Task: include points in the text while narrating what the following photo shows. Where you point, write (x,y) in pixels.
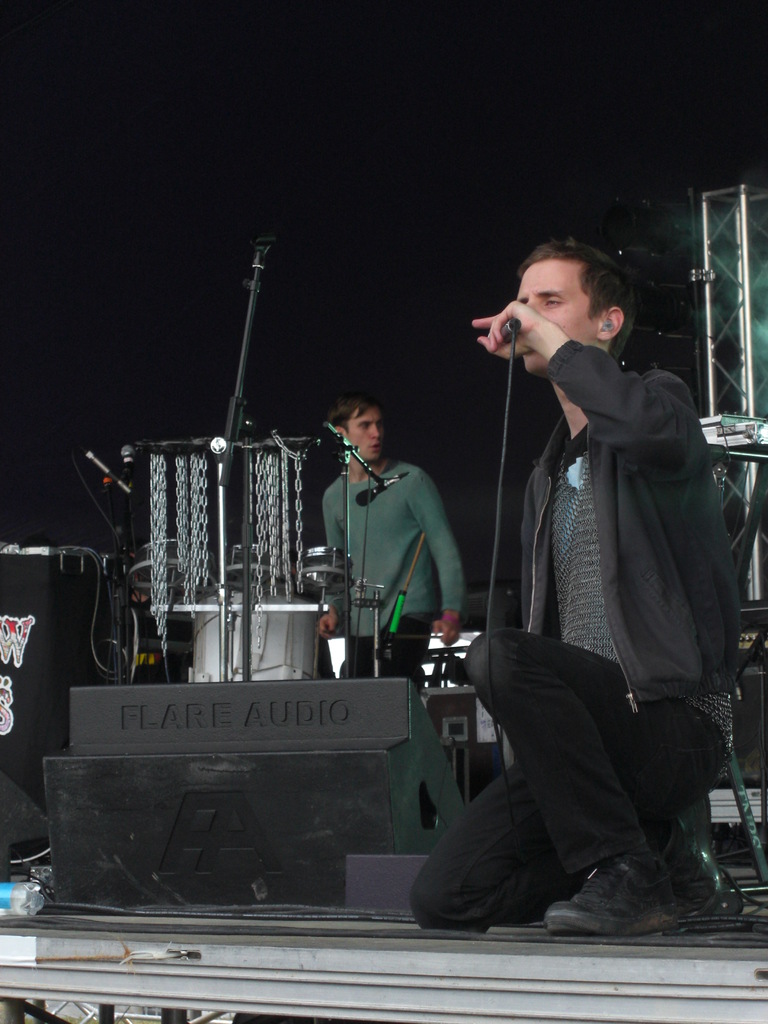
In this picture we can see two men (534,549) where one is standing and other is sitting on knees (523,663) he is holding mic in his hand (505,322) and in background (519,419) we can see stands (258,281), chains (266,454) and it is dark.
